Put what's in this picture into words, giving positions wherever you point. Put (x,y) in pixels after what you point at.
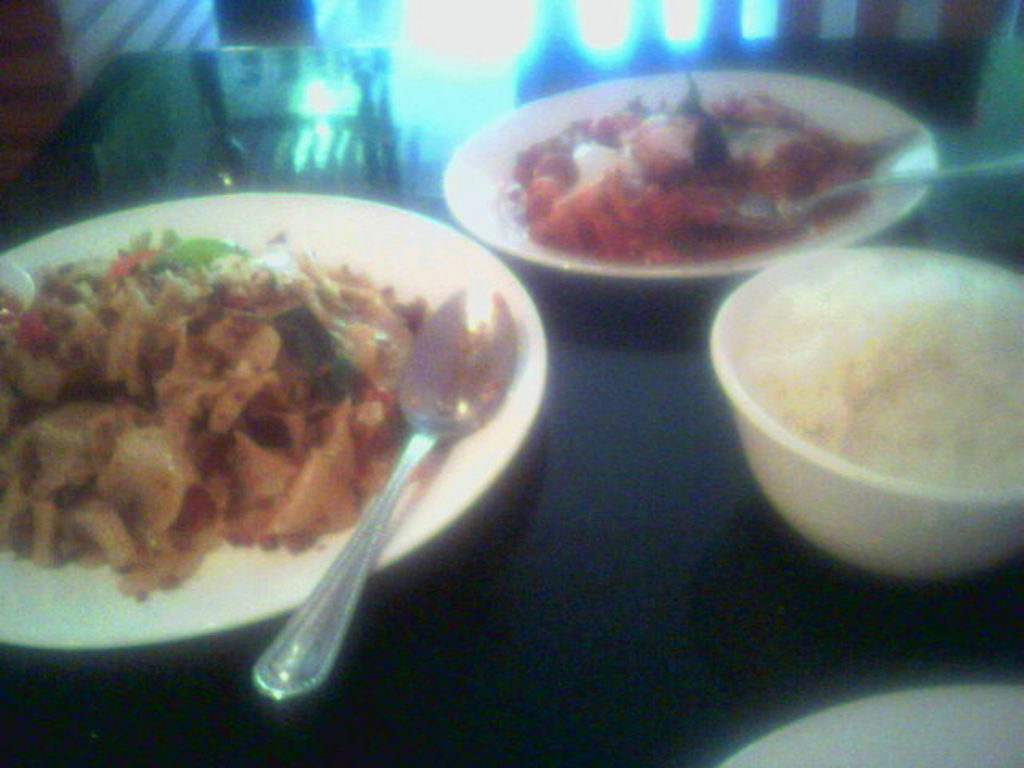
In this image we can see a table (518,495). On the table (529,495) there are food items (223,407) on two plates (521,306), spoons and a bowl (811,452).
